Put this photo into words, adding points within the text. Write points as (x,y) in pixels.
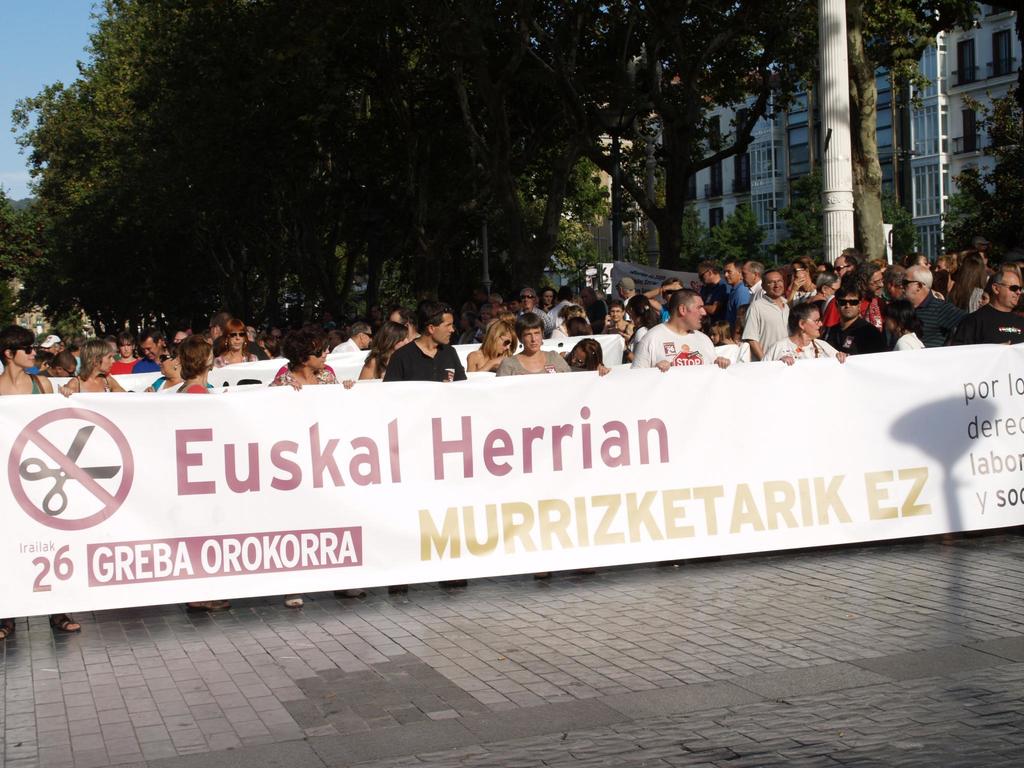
In this image I can see white colour thing (390,476) and on it I can see something is written. In background (853,317) I can see number of people (987,292) are standing. I can also see trees (384,139), building (981,42) and here I can see few of them are wearing shades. I can also see the sky (30,64) in background (27,49).
